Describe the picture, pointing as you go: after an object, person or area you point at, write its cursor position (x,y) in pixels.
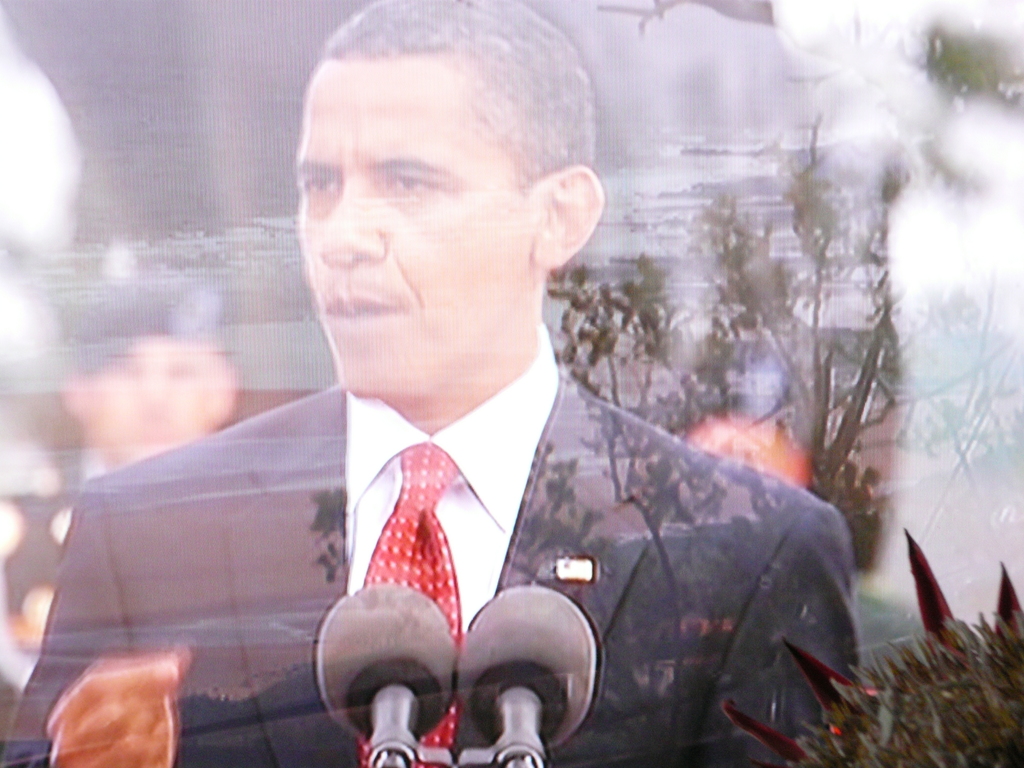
This picture seems to be an edited image. In the foreground of this picture (497,371) there is a person (690,516) wearing suit (214,548) and we can see the microphones (465,699). In the background (815,291) we can see the trees (892,332) and some other objects (66,513) and we can see a person (137,387) in the background (113,327).
